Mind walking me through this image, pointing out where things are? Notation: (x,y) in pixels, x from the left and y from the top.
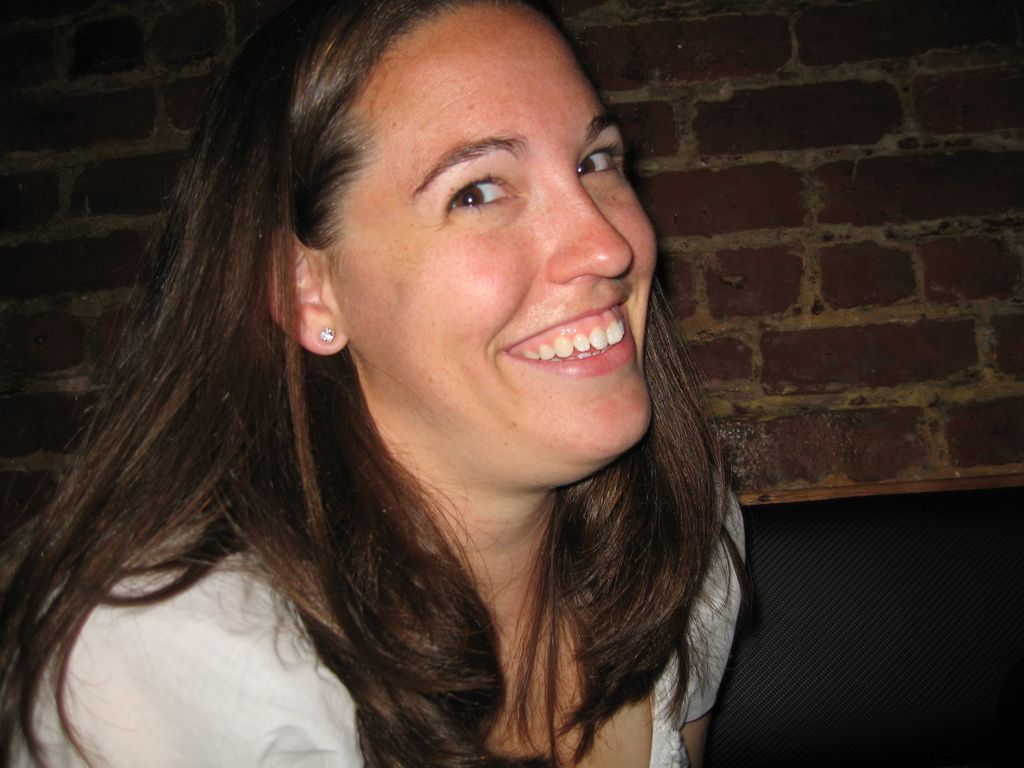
In the center of the image (639,378) there is a lady (681,511). In the background of the image (739,193) there is a wall (96,142).
